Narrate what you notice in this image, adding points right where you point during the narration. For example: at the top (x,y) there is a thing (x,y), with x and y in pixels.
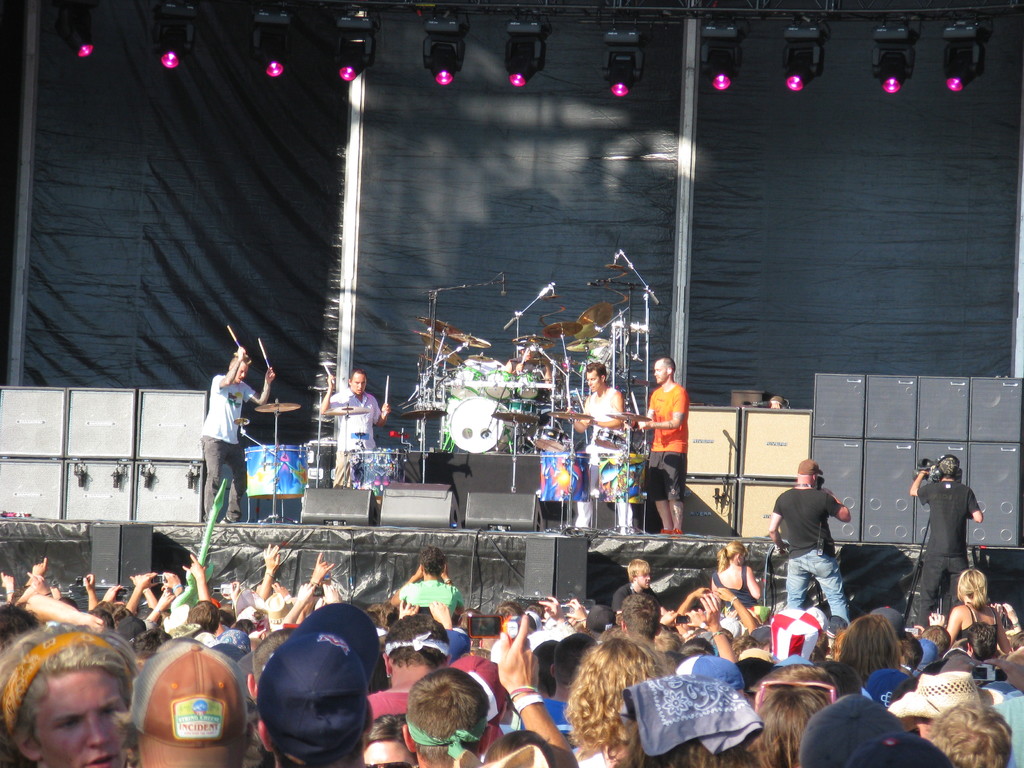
In this image we can see a few people (587,672), among them some are playing musical instruments (509,379), in the background (731,410) we can see some lights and speakers (751,503).
